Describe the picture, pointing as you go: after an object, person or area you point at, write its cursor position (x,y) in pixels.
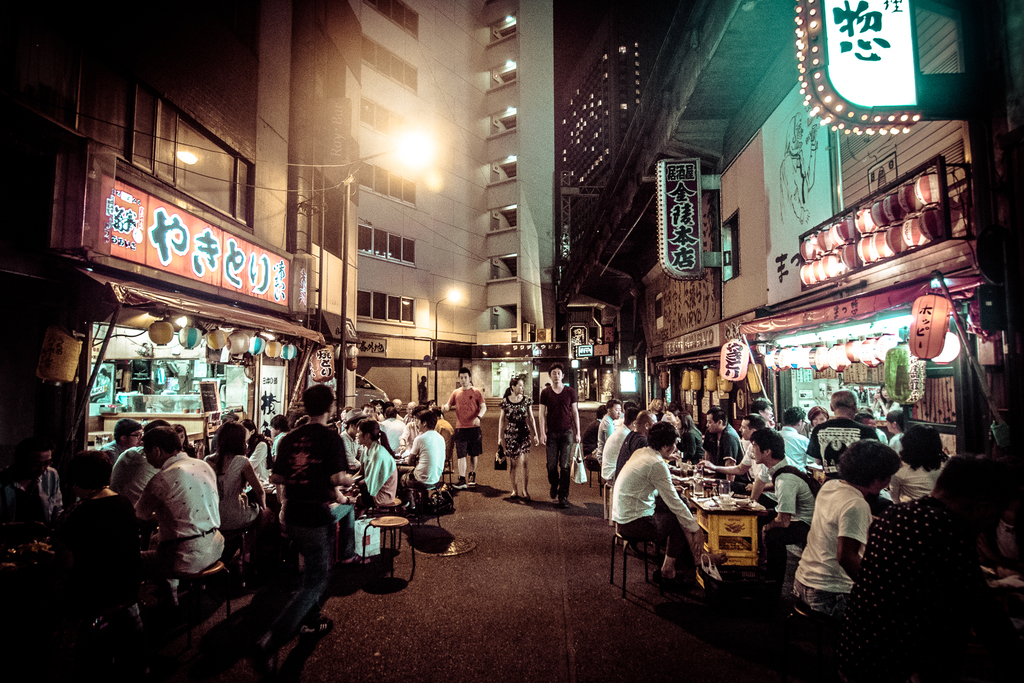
In this image, we can see a group of people (977,525). Few are sitting and walking on the road (393,598). In the middle of the image (676,376), we can see few shops (970,309), hoardings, lights (621,377), poles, buildings (473,210), walls (483,317) and windows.
